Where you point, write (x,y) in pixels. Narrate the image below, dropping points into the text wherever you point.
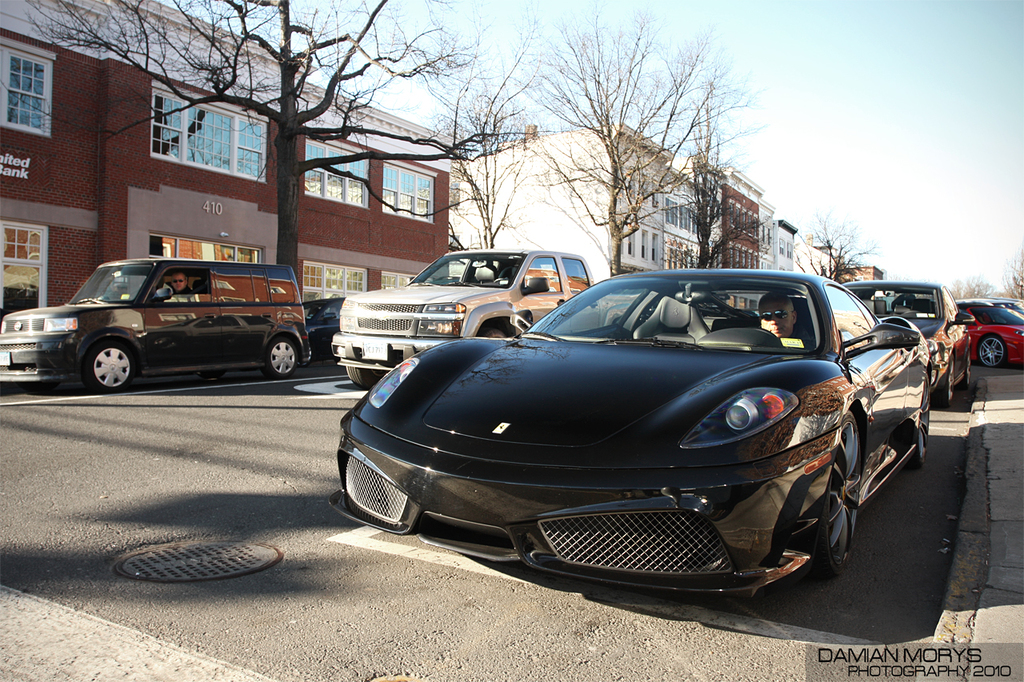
This picture few cars (499,343) and we see few buildings (547,230) and trees (646,194) and a blue cloudy sky (797,80) and we see a watermark (898,652) at the bottom right of the picture (886,670).
